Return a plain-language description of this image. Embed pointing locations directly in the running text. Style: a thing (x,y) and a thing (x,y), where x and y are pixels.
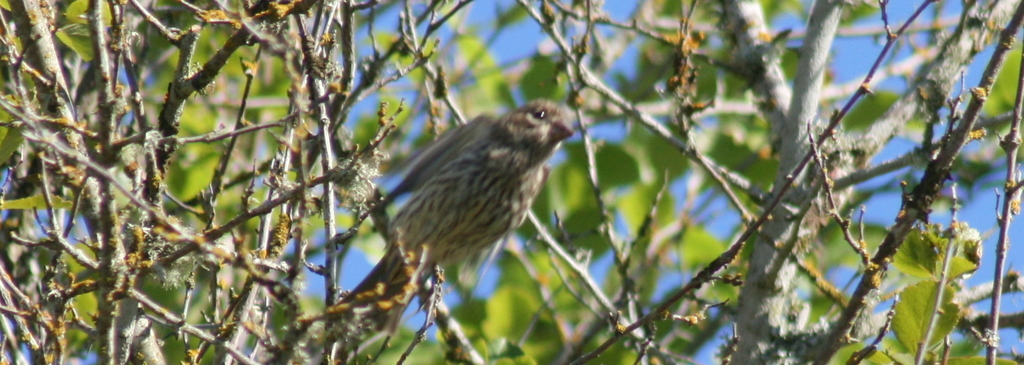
In this image there are trees (142,202) truncated, there is a bird (467,195) on the tree (297,262), in the background of the image (347,264) there is the sky (938,218).
